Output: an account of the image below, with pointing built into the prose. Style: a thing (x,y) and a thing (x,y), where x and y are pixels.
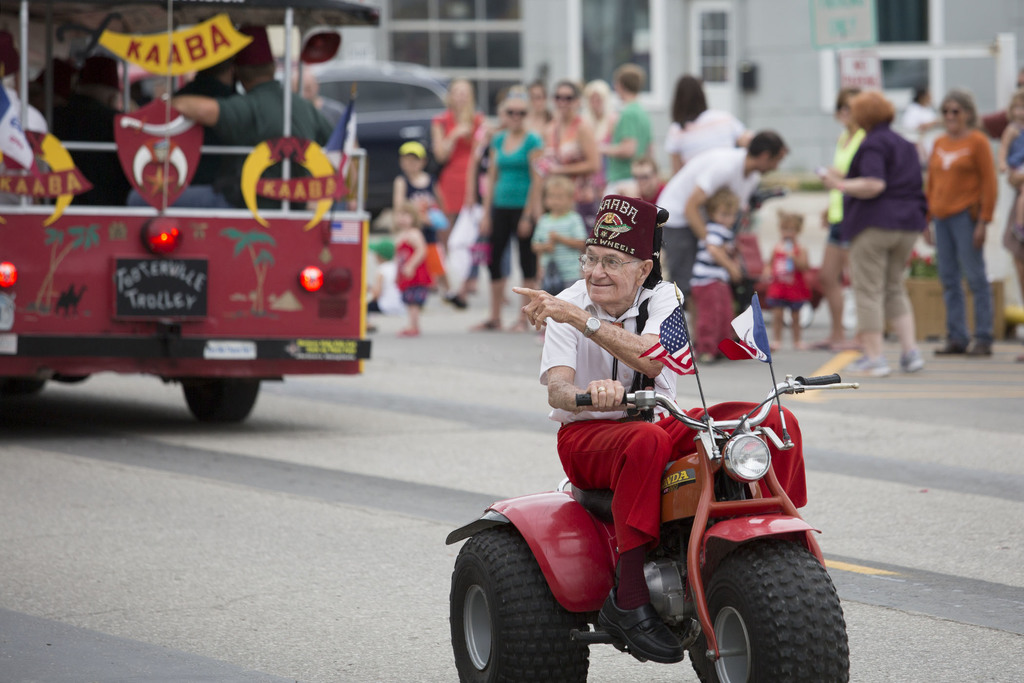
In front of the picture, we see an old man (628,379) is riding a bike (726,580). At the bottom (428,543), we see the road (314,510). On the left side (292,200), we see the people (292,133) are riding a red color vehicle (307,325). On the right side (687,85), we see the people (674,212) are standing. Behind them, we see a carton box (932,336). Beside them, we see a black car (428,87). In the background (496,46), we see the buildings (771,65) in white color. We see a board (857,66) in white color with some text (870,65) written on it.
